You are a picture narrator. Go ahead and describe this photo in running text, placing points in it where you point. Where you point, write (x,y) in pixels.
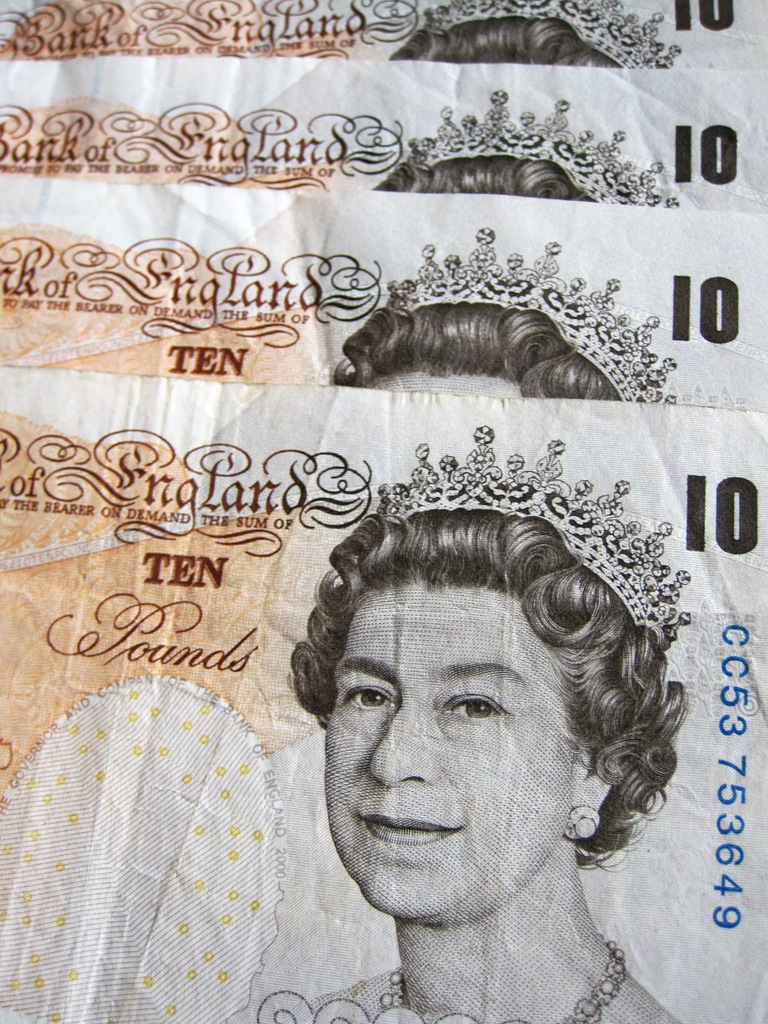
In this image I can see four currency notes (582,220) and on them I can see depiction pictures (495,364) of a women (474,337). I can also see something is written on these notes (464,372).
